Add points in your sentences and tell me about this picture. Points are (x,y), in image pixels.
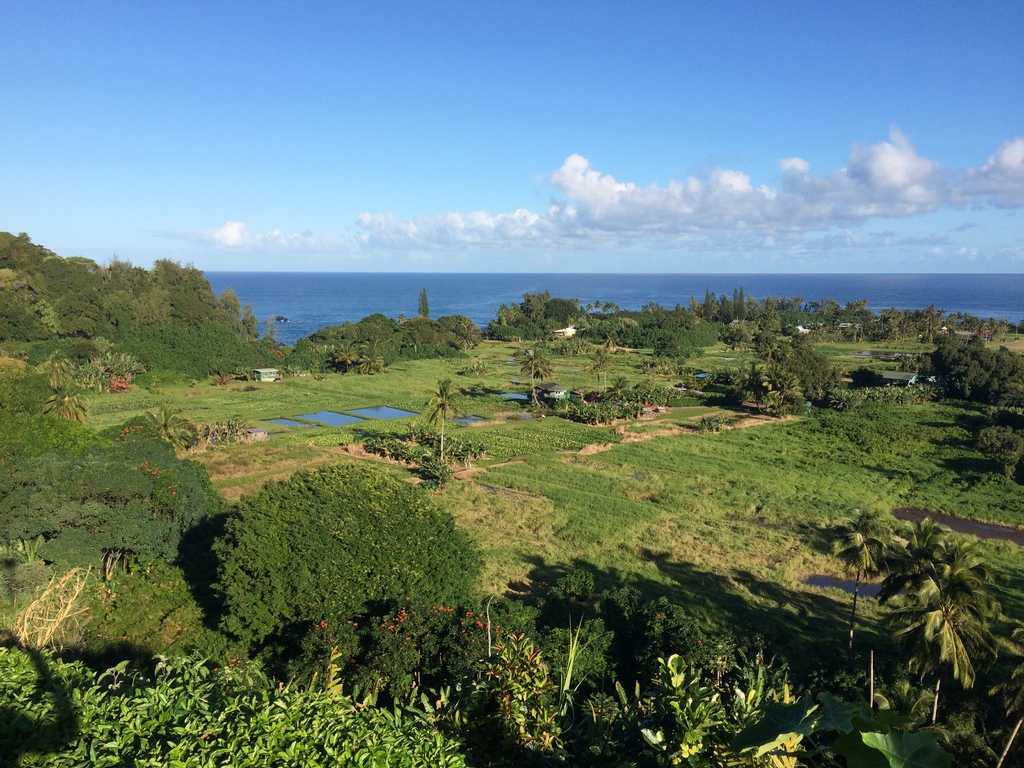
Here in this picture we can see the ground (292,391) is fully covered with grass (512,426) and we can also see plants (100,341) and trees (116,345) all over there and in the middle (352,417) we can see water (378,413) present over some place and we can see houses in the far and we can see water (262,289) covered at some place all over there and we can see clouds (455,226) in the sky (284,101).
